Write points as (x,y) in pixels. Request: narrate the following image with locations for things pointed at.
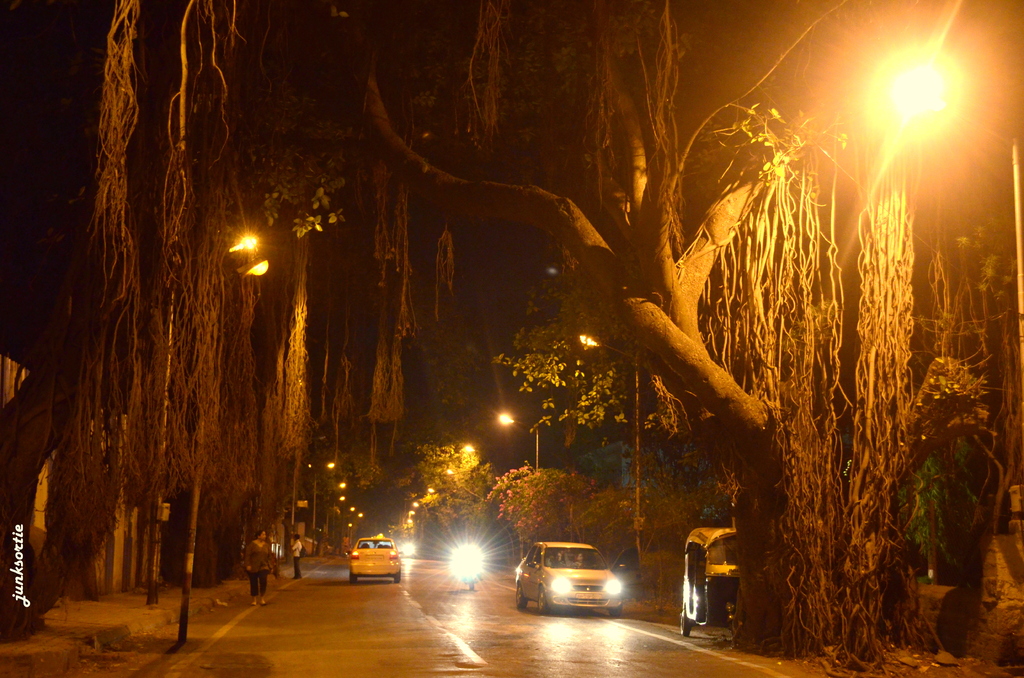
In this picture, this is at night time. This are light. This is a car (549,557) and more car (537,554) over here on the right side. This is auto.
